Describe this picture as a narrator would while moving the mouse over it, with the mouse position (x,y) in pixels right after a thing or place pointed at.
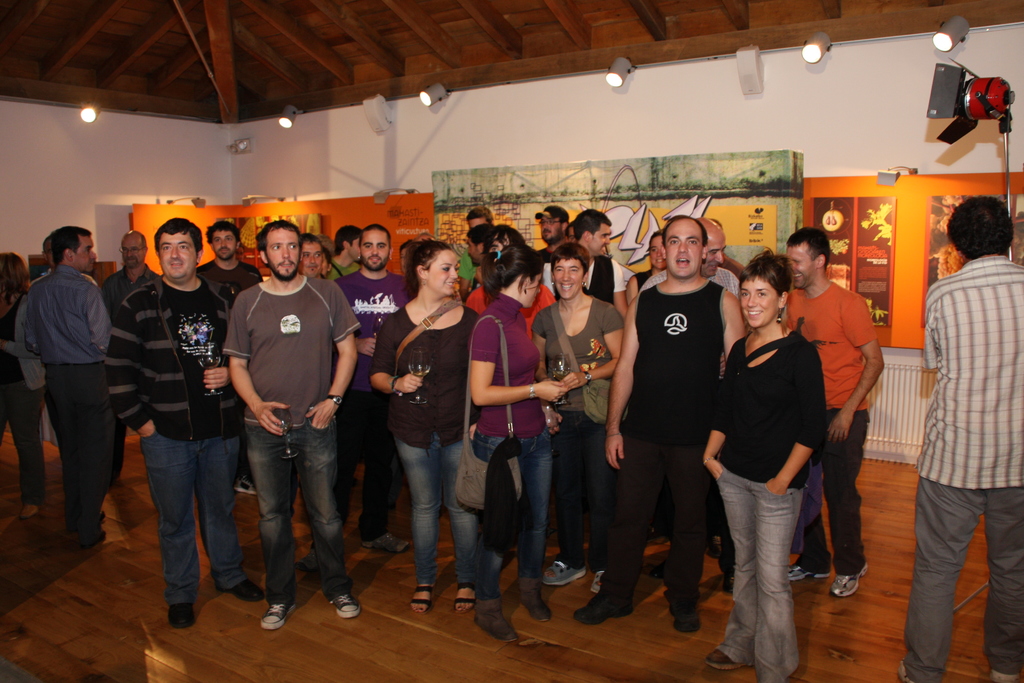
In the center of the image (538,355) we can see a few people (644,360) are standing and they are in different costumes (647,419). Among them, we can see a few people (758,392) are smiling, few people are wearing bags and a few people (573,293) are holding some objects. In the background (226,180) there is a wall (495,121), roof (433,67), lights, boards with some text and a few other objects (1006,161).
